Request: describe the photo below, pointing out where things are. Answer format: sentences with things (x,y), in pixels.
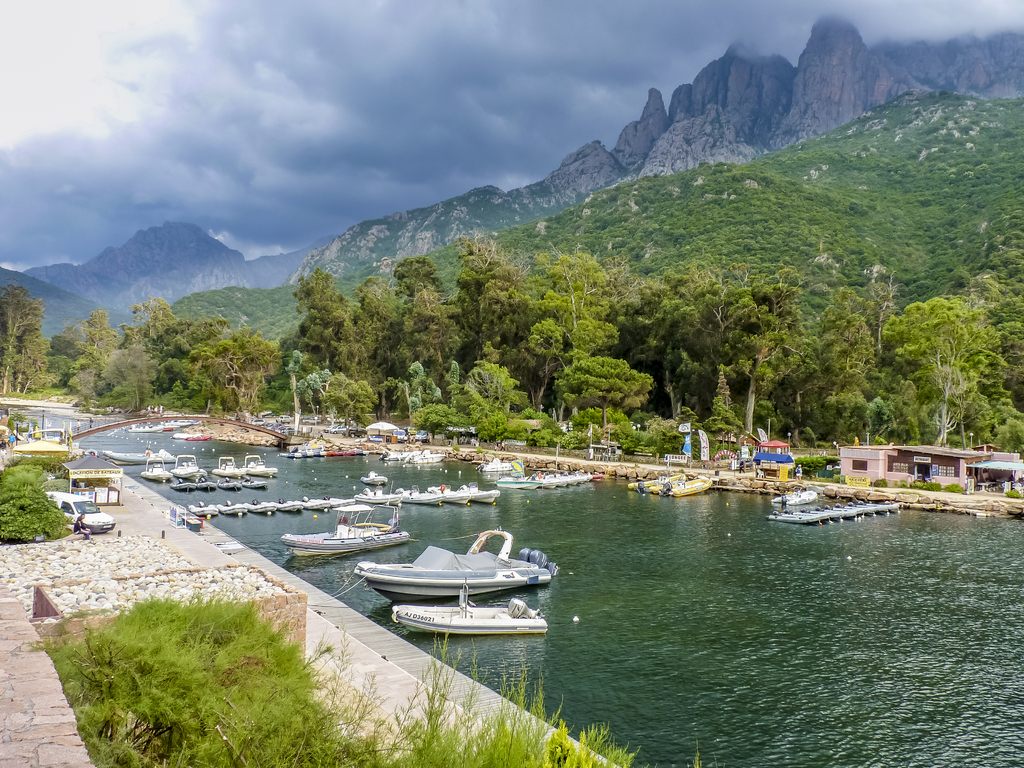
In the center of the image (471,510) there is water (712,599). There are ships (386,532). There are trees (538,383). In the background of the image (786,77) there are mountains (778,98). At the top of the image (329,155) there are clouds (197,167).
